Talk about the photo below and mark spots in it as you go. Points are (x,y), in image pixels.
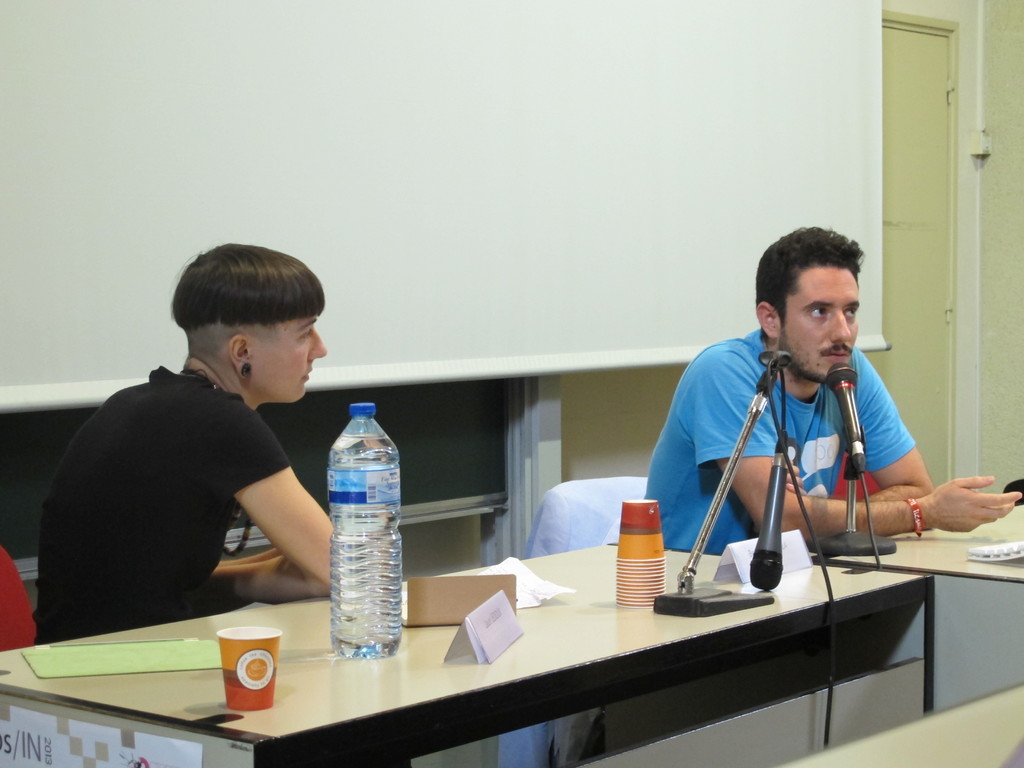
The picture is taken inside a room (498,473). There are two persons (289,518) sitting on chair (10,640). In front of them there is a table (314,730). On the table (292,727) there are cups (659,564), bottle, paper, name plate (509,613), mics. behind them there is a screen (597,124). The right side person (685,477) is wearing blue t shirt (702,431). It is looking like he is talking something. The left side person (218,472) is wearing a black t shirt (171,481). On the right side (943,218) there is a door (946,470).
